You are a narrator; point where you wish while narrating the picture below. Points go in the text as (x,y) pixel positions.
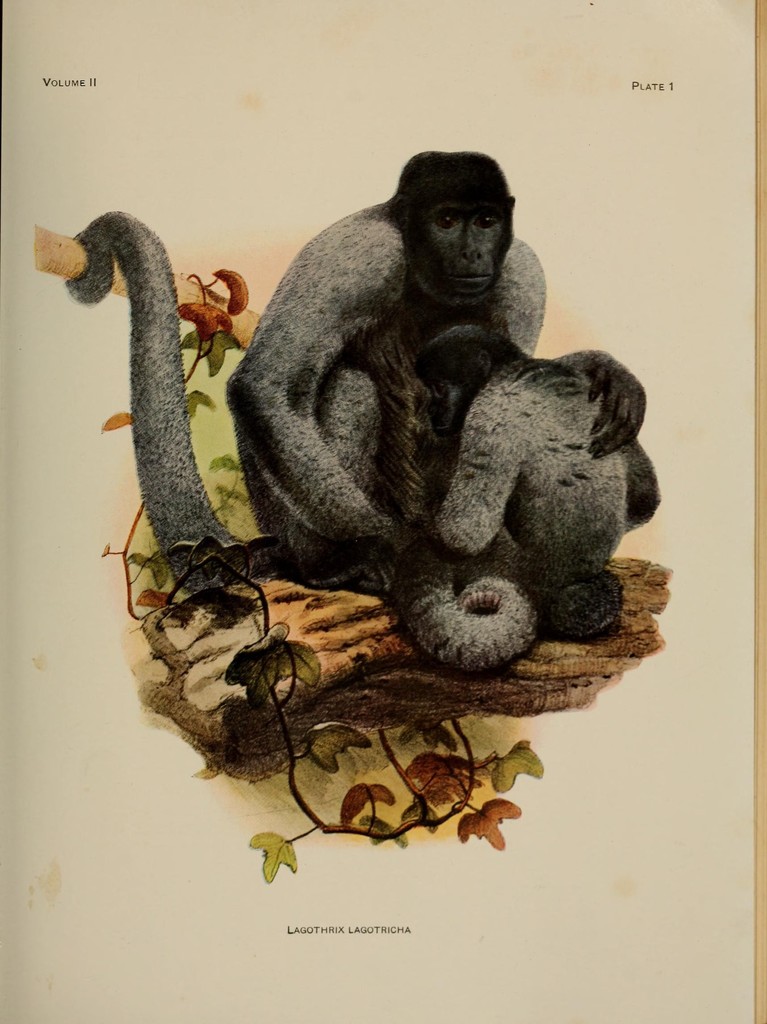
This is a sketch and here we can see monkeys (289,487) on the branch (340,698) and there are leaves (263,687) on the paper (398,916) and some text (369,930) is also present.
